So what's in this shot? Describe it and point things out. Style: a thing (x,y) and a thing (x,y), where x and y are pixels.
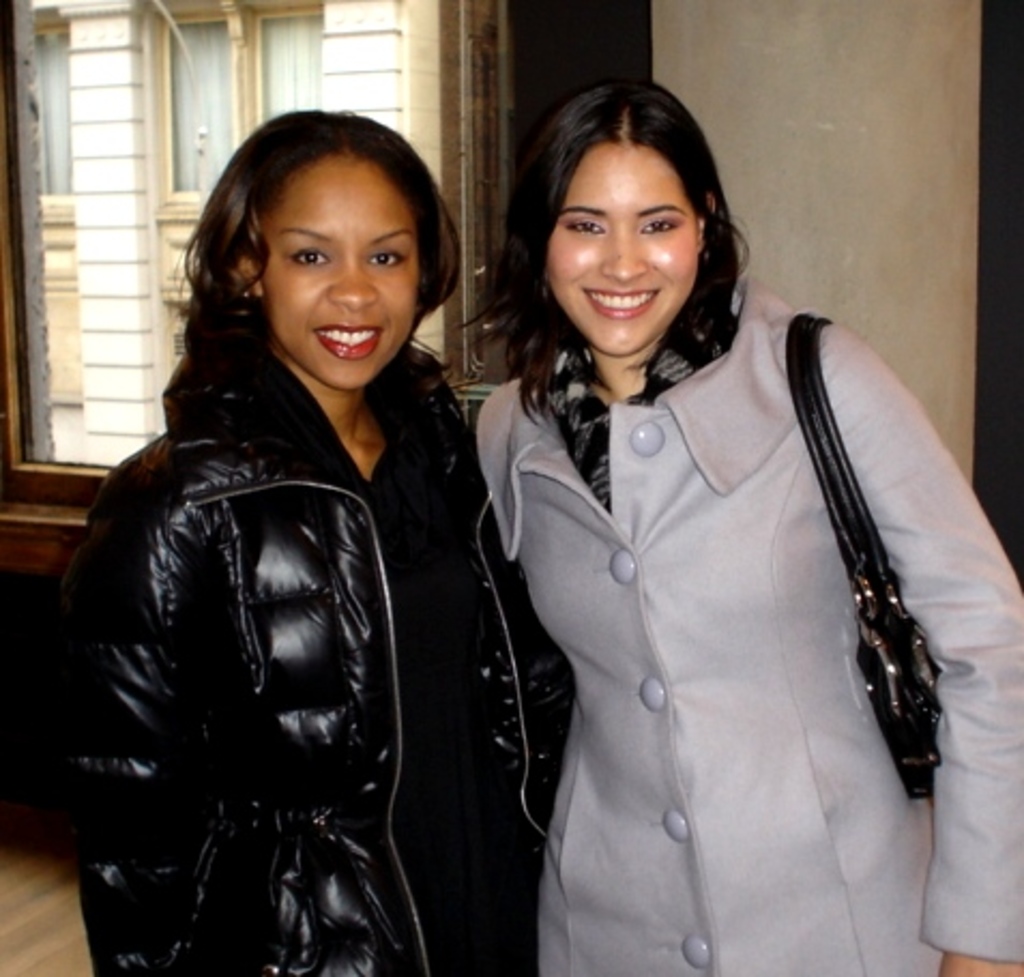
In this image we can see two ladies (436,619) standing and smiling. They are wearing jackets (685,731). In the background (806,103) there is a wall (764,68) and a window (74,389). The lady (724,806) standing on the right (878,684) is wearing a handbag (866,655).
